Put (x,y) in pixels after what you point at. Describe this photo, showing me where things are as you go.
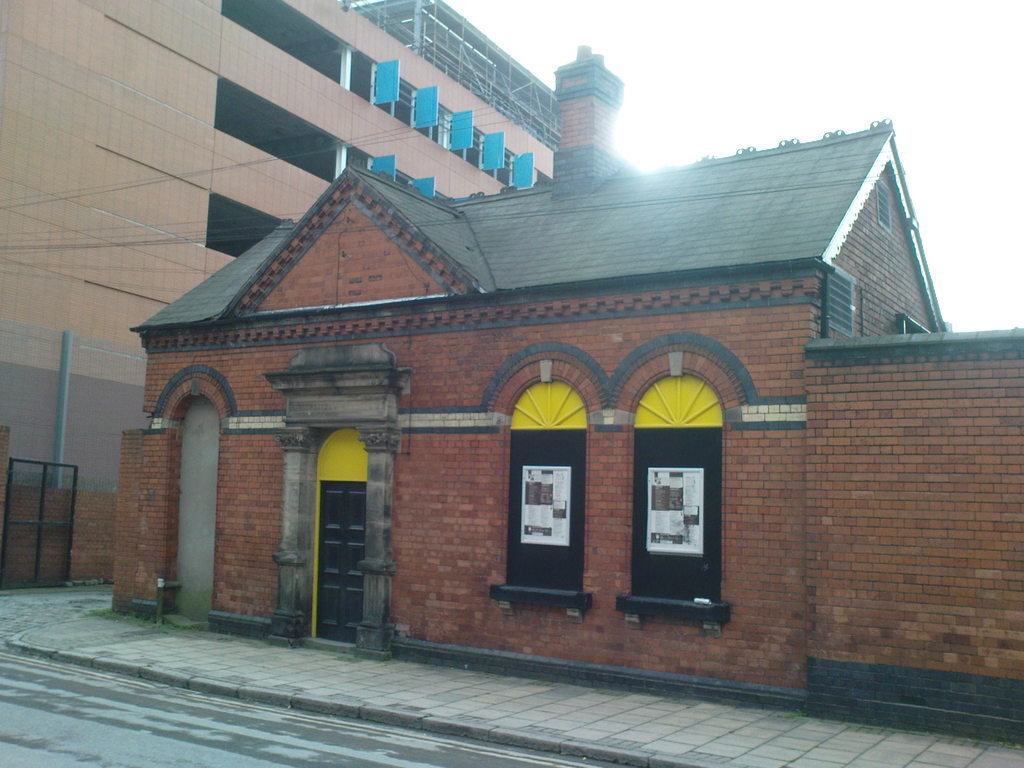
In this picture there is a house (575,276) in the center of the image (630,323) and there is a building (268,79) on the left side of the image (202,54).
